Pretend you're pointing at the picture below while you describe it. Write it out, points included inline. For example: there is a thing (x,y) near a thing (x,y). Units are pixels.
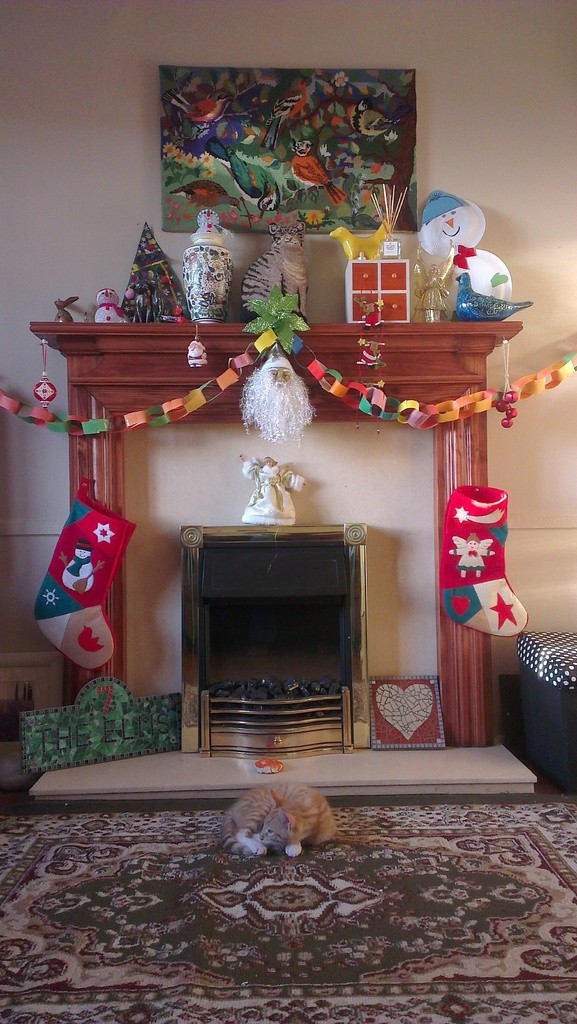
In this image in the center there is cat (238,851). In the background (148,393) there are toys (468,310), there is a stand (91,397) and on the wall (154,121) there is a frame (303,147) and there are ribbons (297,352) and there are objects (123,725) which are black, green and red in colour.
